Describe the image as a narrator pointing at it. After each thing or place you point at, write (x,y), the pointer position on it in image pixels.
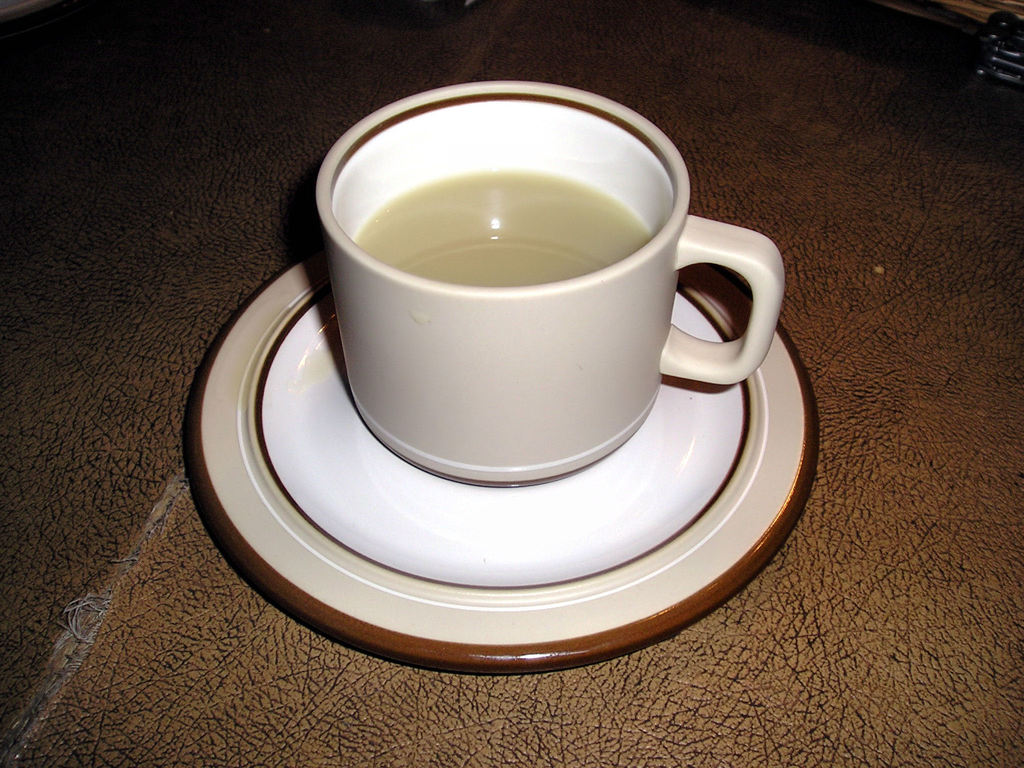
In the picture we can see a cup (574,428) and a saucer (339,430), in the cup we can see a coffee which is cream in color and the border (428,642) of the saucer (509,668) is brown in color.
